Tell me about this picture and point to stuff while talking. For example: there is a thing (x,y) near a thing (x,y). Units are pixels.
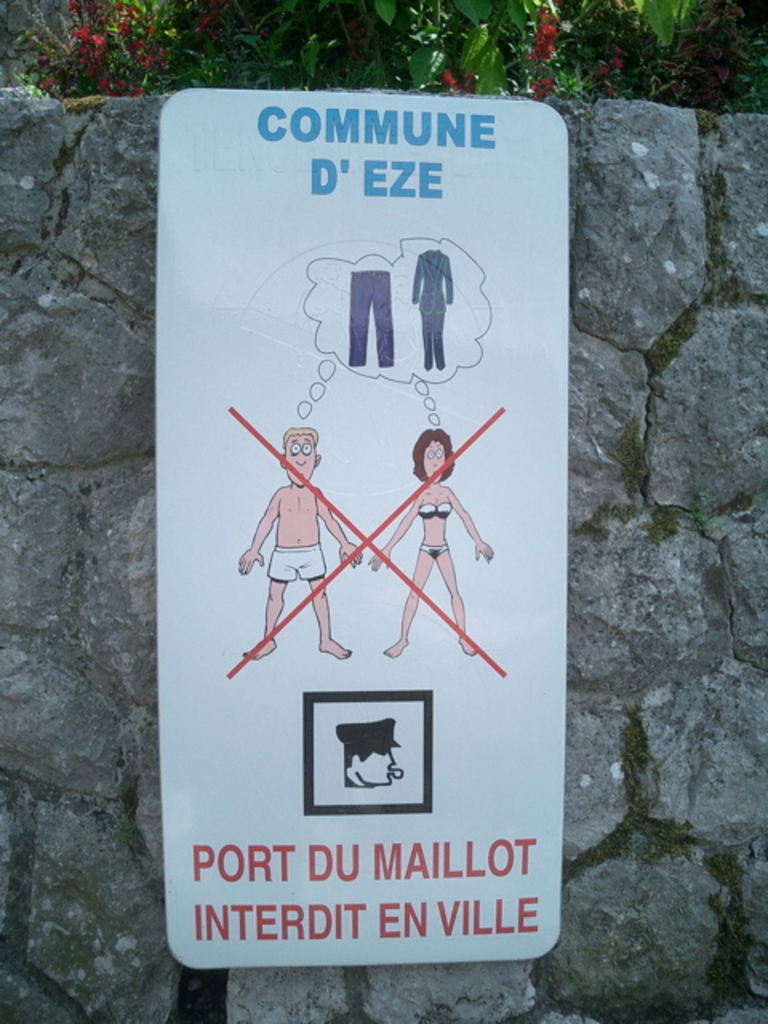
In this picture we can see a poster (412,643) on the wall (634,629), in the background (289,13) we can see few trees (607,18).
